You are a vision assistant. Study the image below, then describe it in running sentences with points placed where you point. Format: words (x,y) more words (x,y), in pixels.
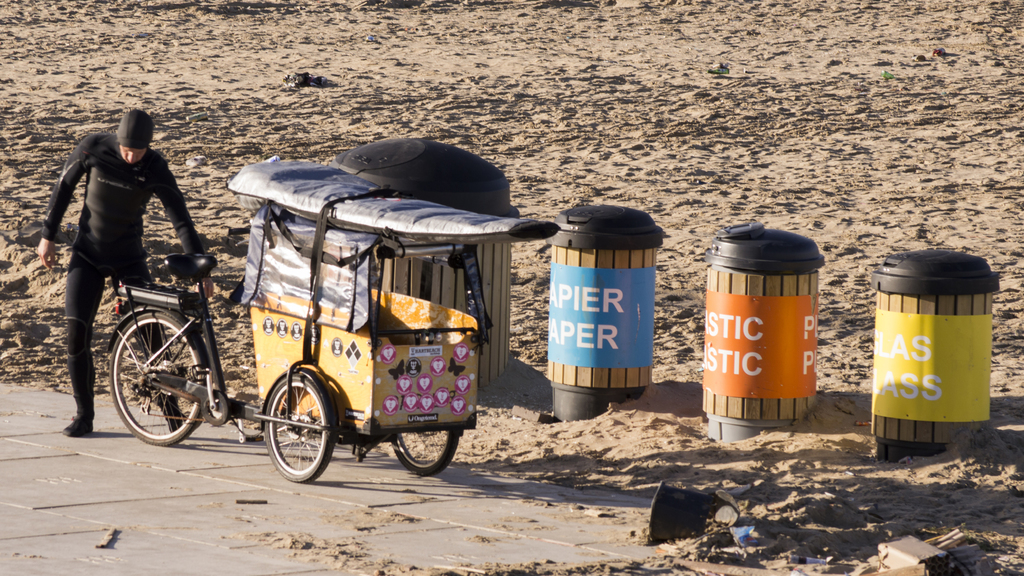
In this image, on the left side (100,224) there is a person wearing a black dress (105,195) and standing on the ground (71,468) and there are different kind of box (966,414) present on the ground (653,406).
